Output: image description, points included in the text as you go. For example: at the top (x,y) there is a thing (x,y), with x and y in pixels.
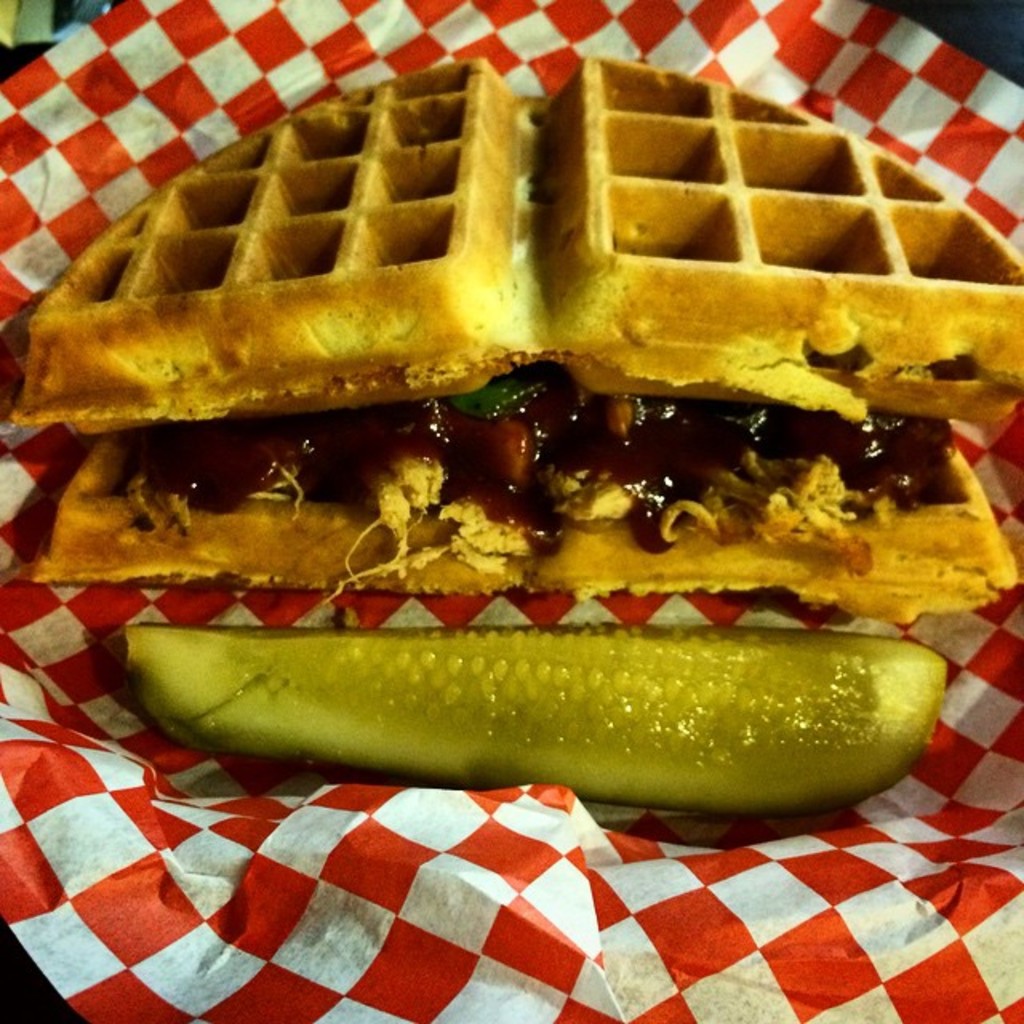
In this picture we can see food items (513,716) and these food items (675,372) are placed on a paper (963,128).
